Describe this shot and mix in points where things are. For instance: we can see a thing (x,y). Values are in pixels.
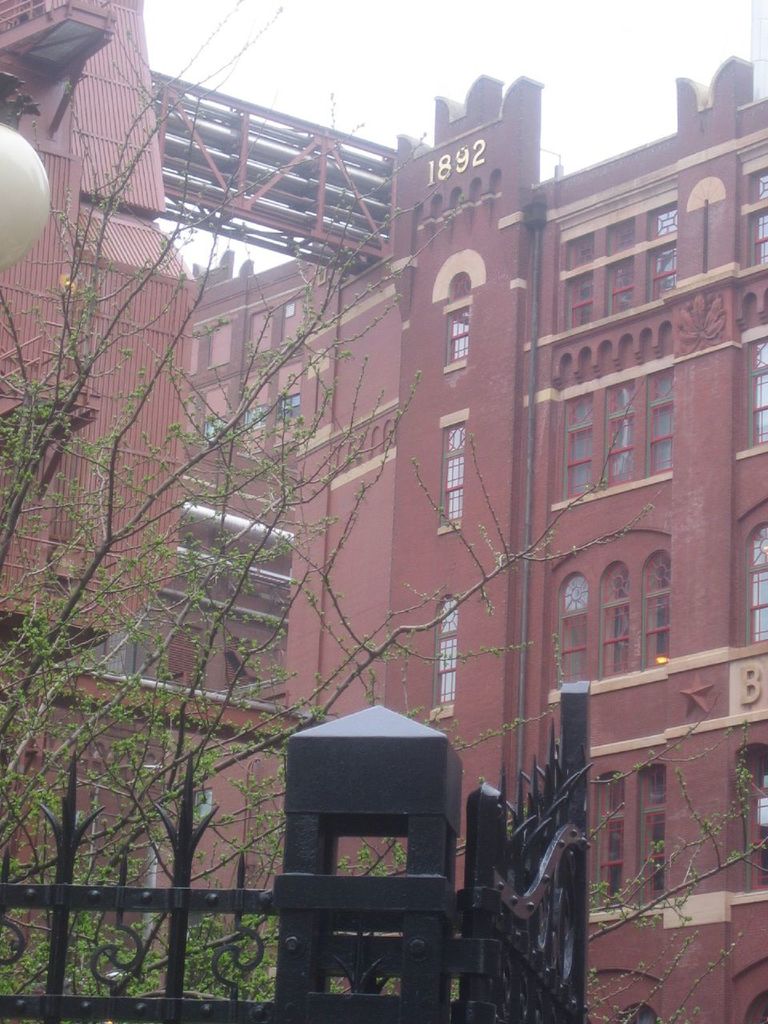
In this picture I can see the gate (463,910) and an iron grill (256,898) at the bottom (409,902). On the left side (234,616) there are trees (20,425) and it looks like a light (24,253). In the middle (413,442) there is a building (498,543), at the top (394,92) I can see the sky (385,92).
